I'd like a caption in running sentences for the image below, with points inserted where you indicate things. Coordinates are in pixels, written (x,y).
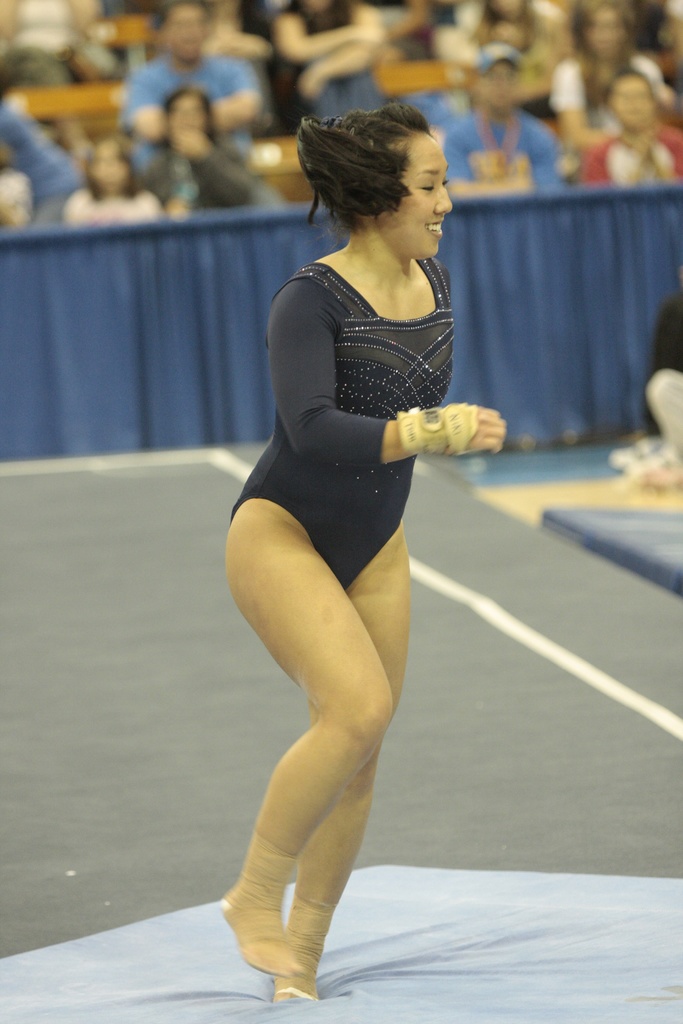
In the center of the image (343,440) we can see a lady (374,267) standing and smiling. In the background (495,117) there are people (173,66) sitting and we can see benches (114,97) and there is a curtain (587,319).
